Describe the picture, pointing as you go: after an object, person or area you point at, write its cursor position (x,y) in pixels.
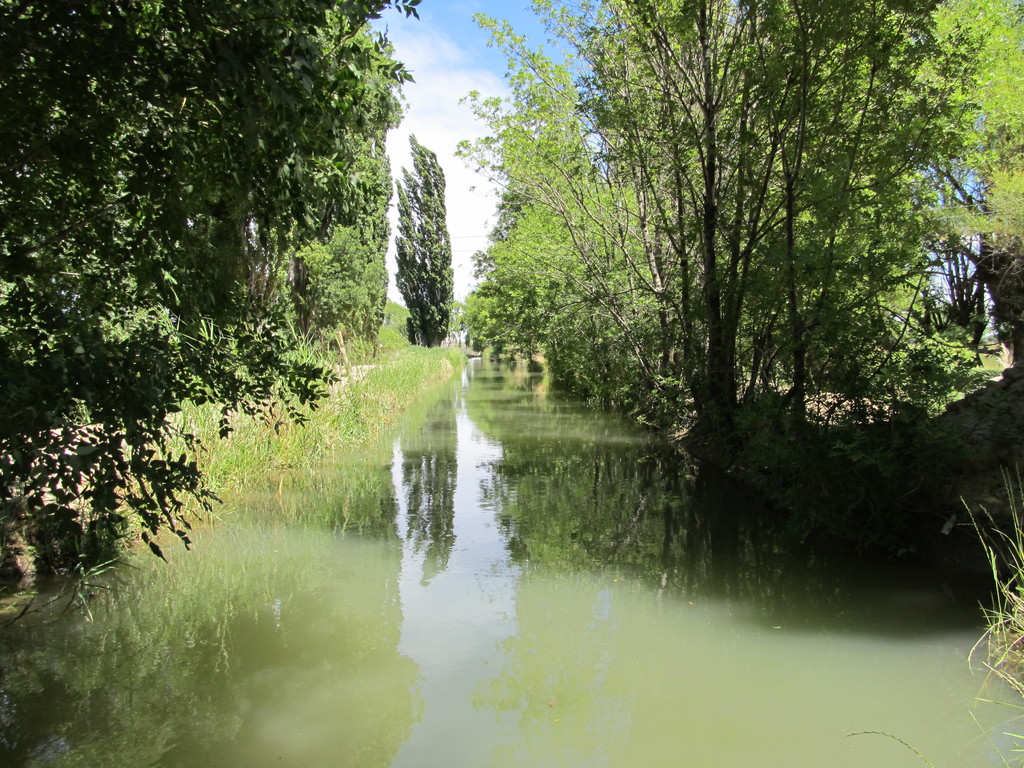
This picture is clicked outside the city. In the center (438,430) there is a water body (511,565). On the right (810,195) and on the left (256,175) we can see the trees (225,117). In the background (446,46) there is a sky (453,83).
